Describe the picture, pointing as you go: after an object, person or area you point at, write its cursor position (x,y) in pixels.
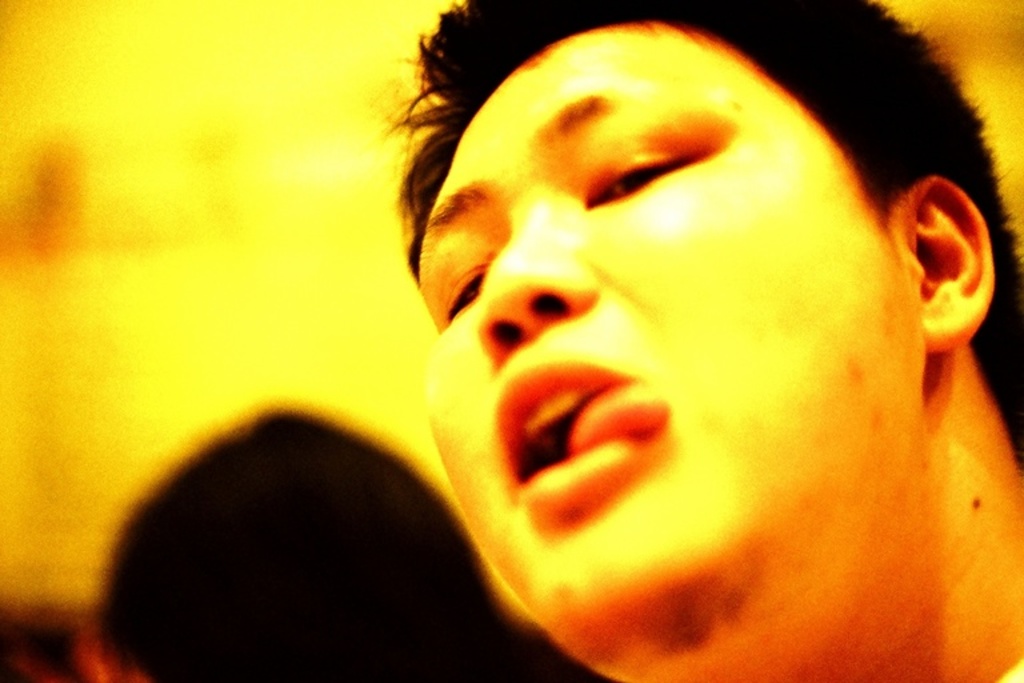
In this image I can see the person's face (704,294) and I can see the yellow color background (344,368).
